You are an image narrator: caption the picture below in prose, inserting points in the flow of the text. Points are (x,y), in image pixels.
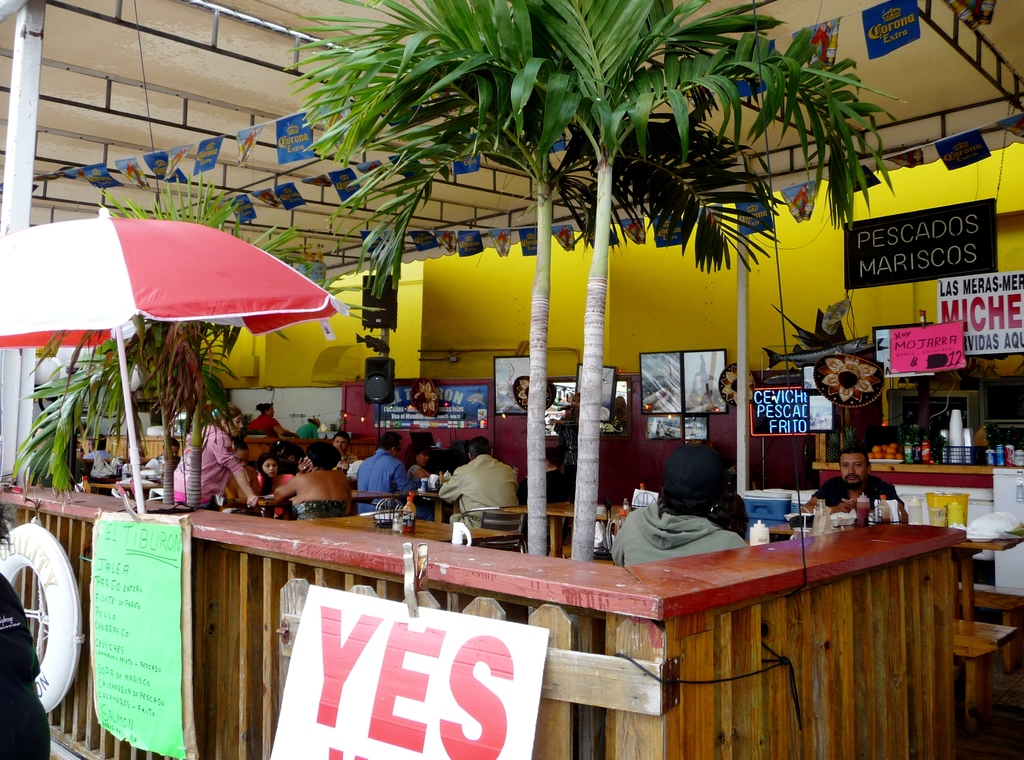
In this image I see number of people (419,456) who are sitting on chairs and I see that person (220,474) is standing and I see tables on which there are few things (412,496) and I see the counter top (895,557) over here and I see boards (328,657) on which there is something written and I see the papers (899,41) on the ropes (873,5) and I see few trees (690,34) and I see few more things (905,444) over here.
